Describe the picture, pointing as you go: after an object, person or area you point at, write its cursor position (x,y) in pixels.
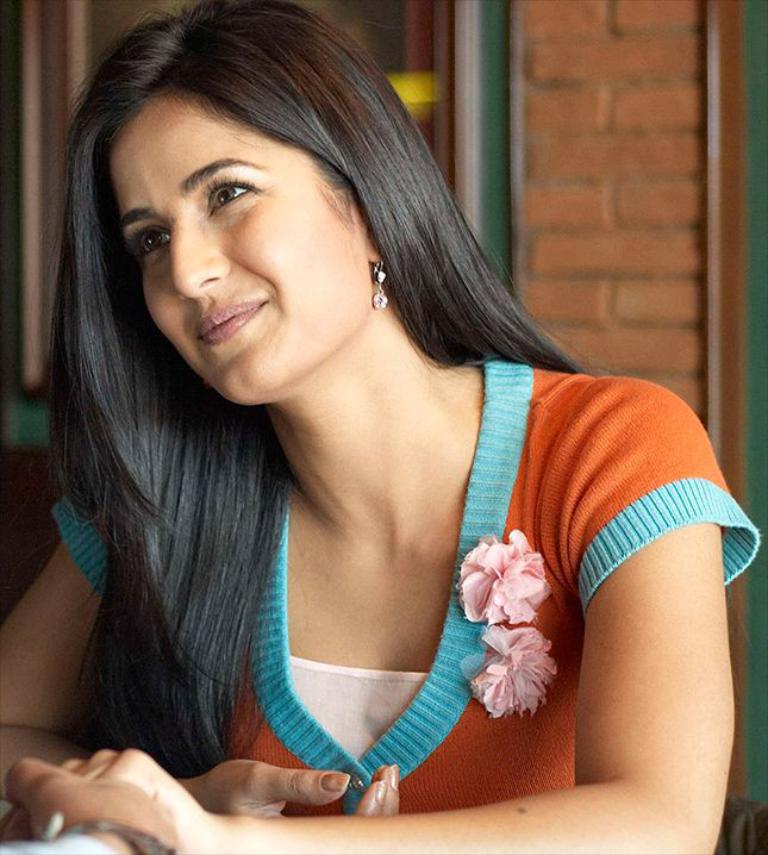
In this image a woman (370,406) is sitting. She is smiling. In the bottom (14,827) we can see another hand (25,787). In the background (502,128) there is wall (533,59), window (112,48), curtain (64,56).
